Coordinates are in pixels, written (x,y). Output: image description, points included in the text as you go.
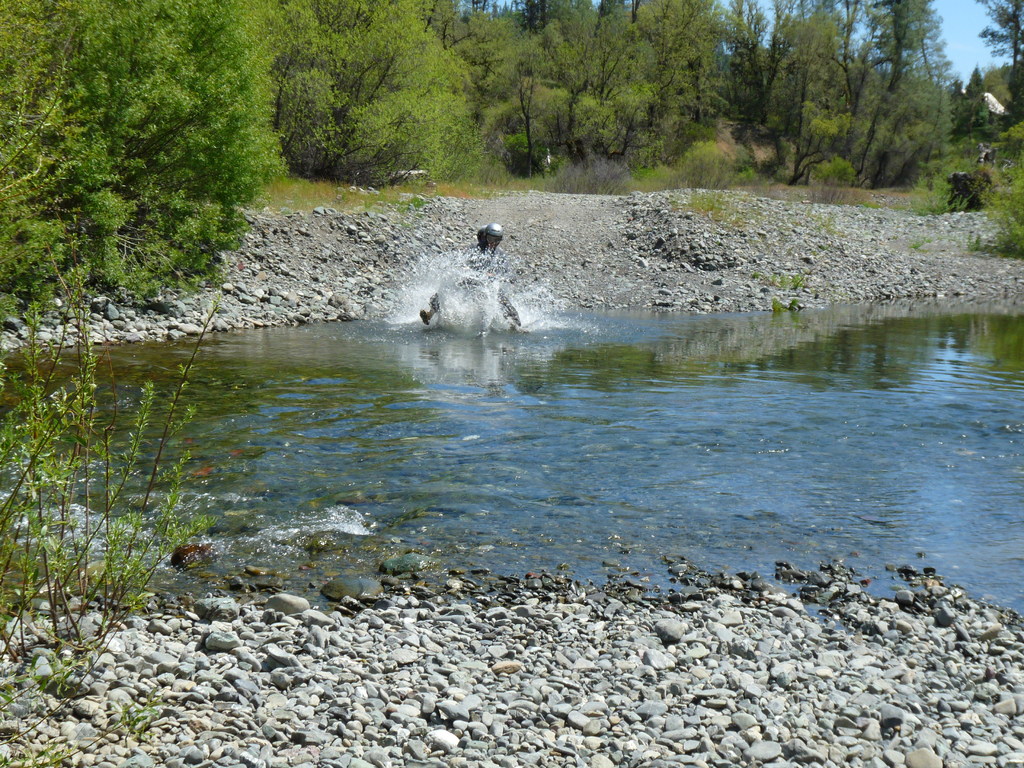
There is a surface of water (385,484) in the middle of this image (497,425), and we can see the stones (619,301) at the bottom of this image (510,659) and in the middle of this image (657,284) as well. There are trees (643,82) in the background (562,136). It seems like there is a person (515,312) riding a bike (471,309).
